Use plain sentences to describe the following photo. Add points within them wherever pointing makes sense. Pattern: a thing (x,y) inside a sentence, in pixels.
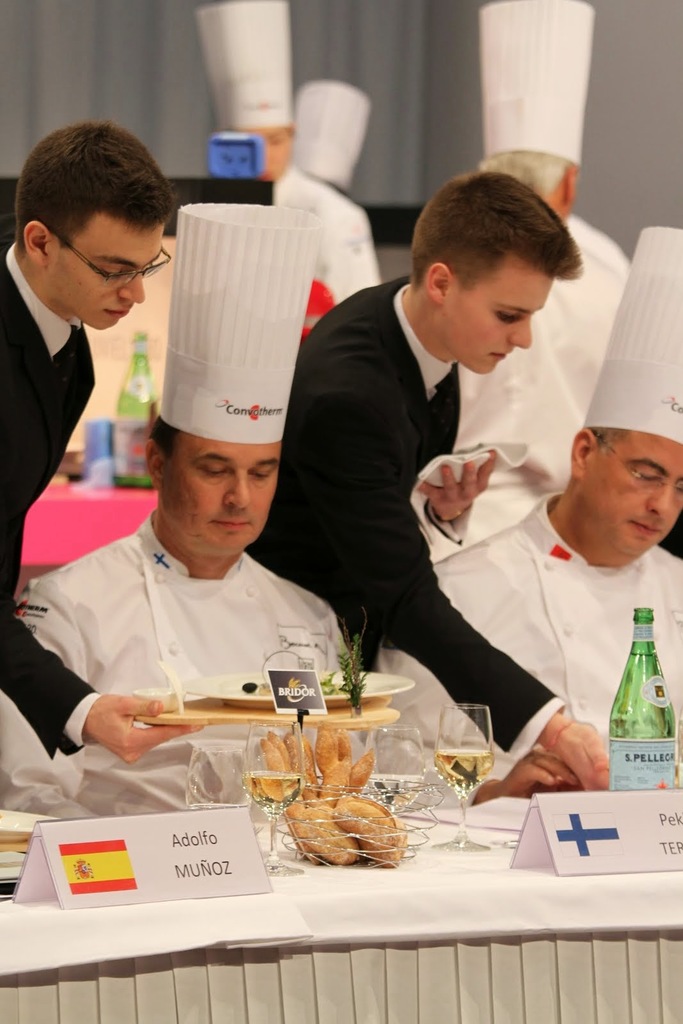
In this image there are people (204,582) who are sitting and eating, while the other two people (363,423) are serving for the people (592,662) who are sitting, on the table (257,843) there is glass wine (460,770), food (327,781), plate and board (187,854).
